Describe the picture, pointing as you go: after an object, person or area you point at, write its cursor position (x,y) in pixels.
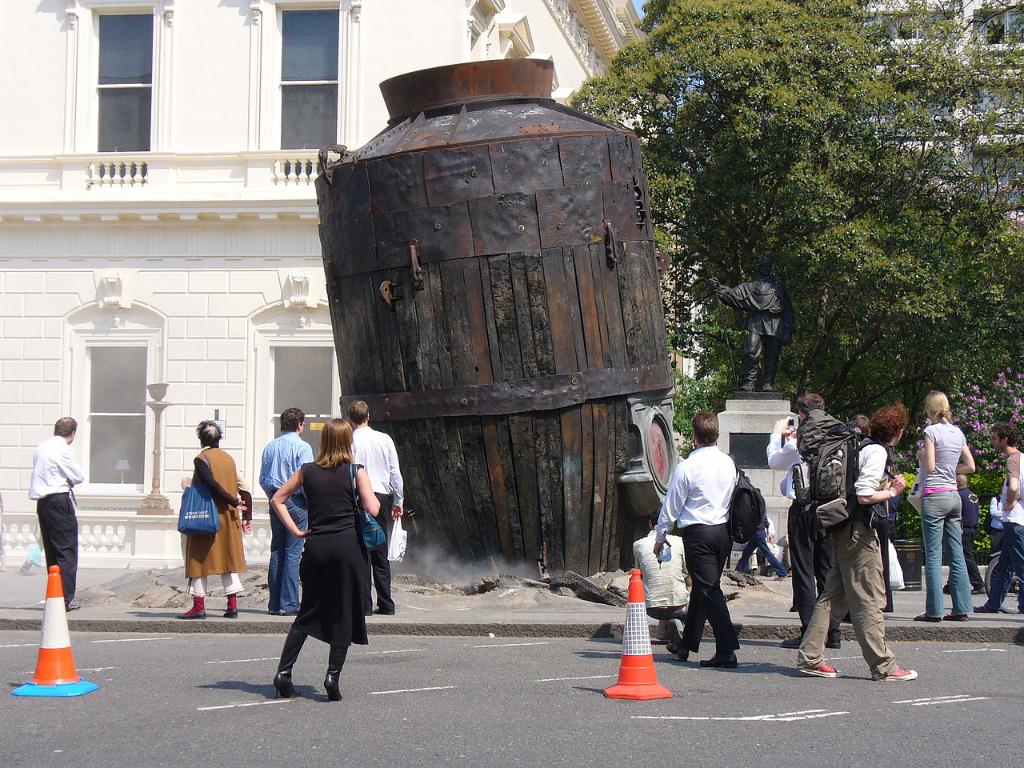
In this picture we can see a group of people (204,571), traffic cones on the ground (314,681), here we can see an object (534,489), statue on a platform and in the background (126,80) we can see buildings (309,5), trees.
